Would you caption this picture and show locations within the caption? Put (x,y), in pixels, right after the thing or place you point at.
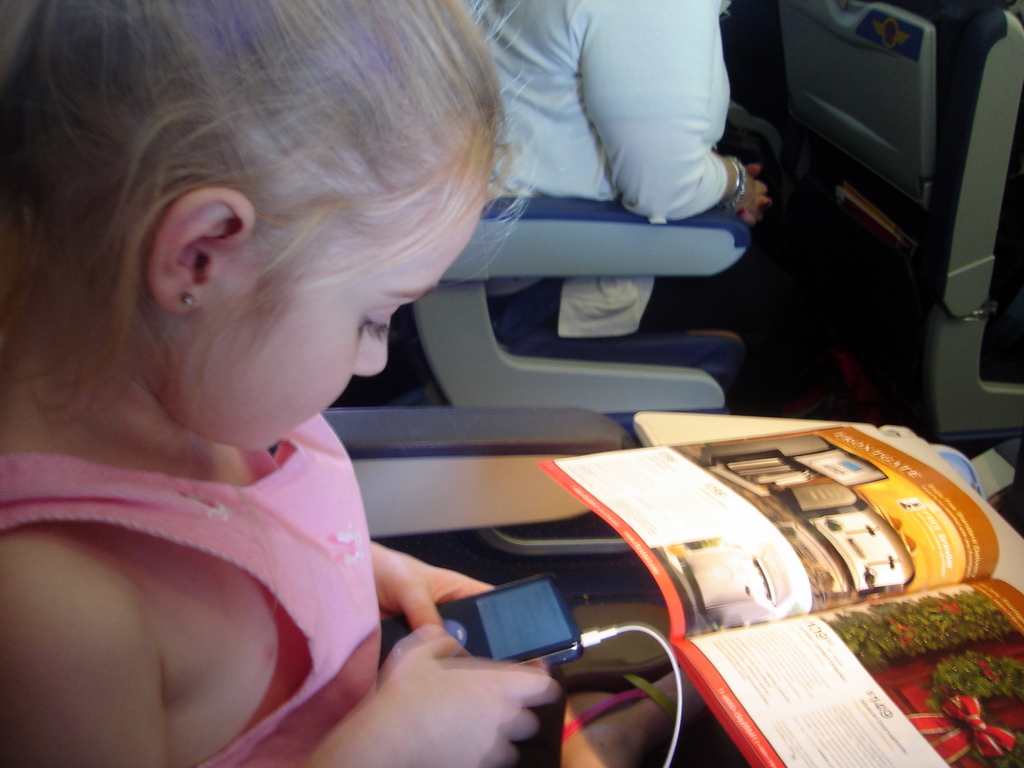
In the image a girl (224,436) is sitting in the vehicle (488,457) and holding a electronic device (512,613) and there is a book (650,534). Behind the girl (387,739) a person (682,288) is sitting in the vehicle (847,104).
